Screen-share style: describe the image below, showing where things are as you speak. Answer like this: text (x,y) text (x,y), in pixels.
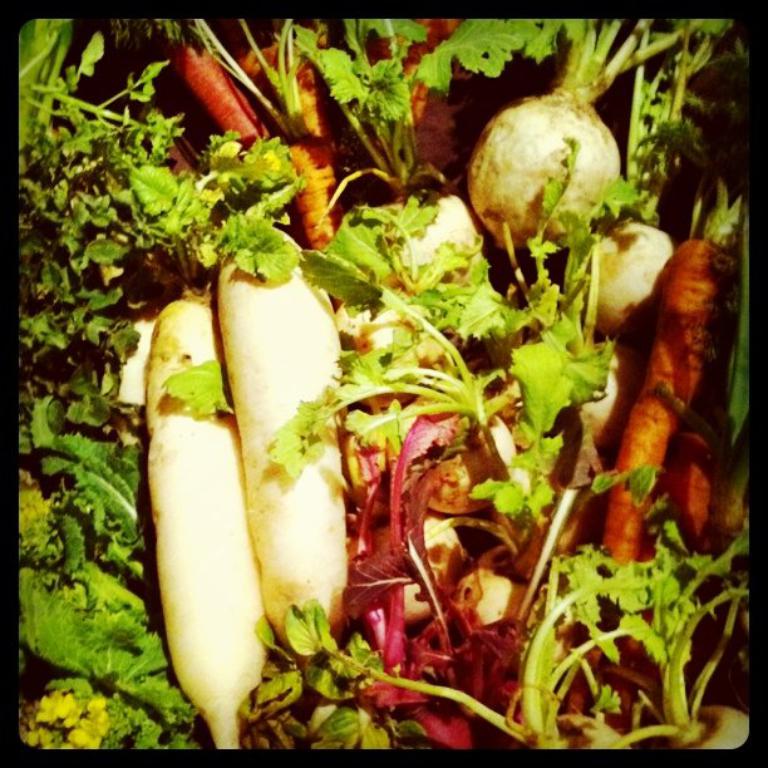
In this image I can see many vegetables (170,354) which are in green, pink, orange and cream color.
